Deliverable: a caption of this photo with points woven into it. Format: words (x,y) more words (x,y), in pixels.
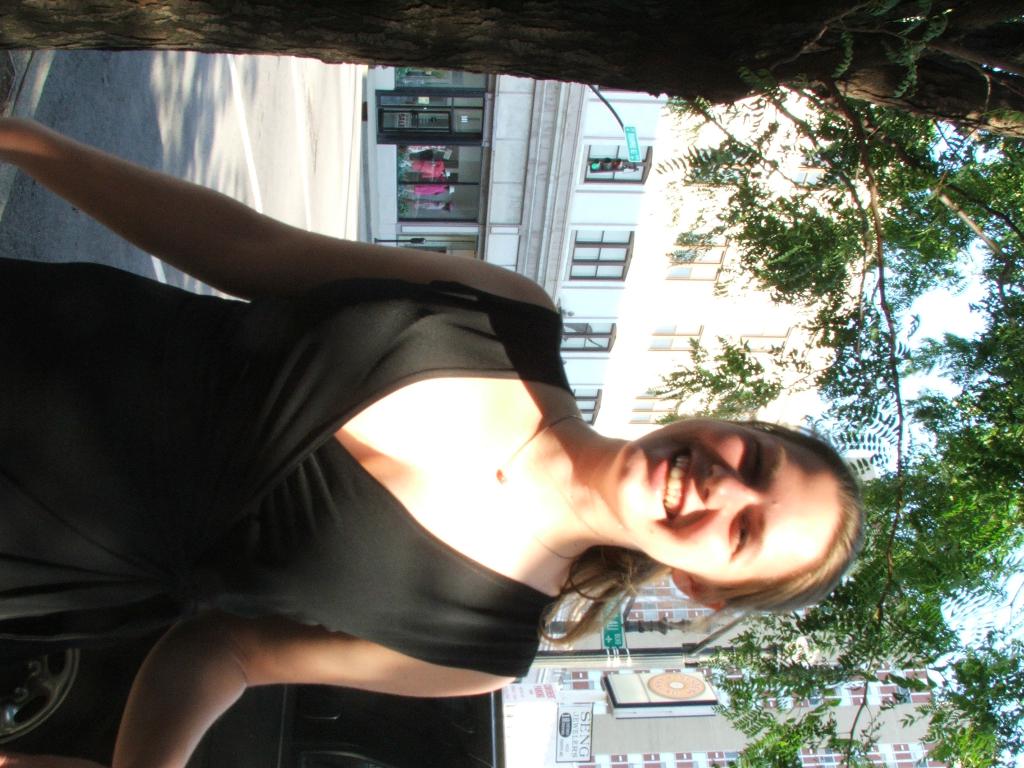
In this image we can see a woman (433,478) wearing the black dress (51,550) and smiling. We can also see the tree (580,44), car (413,714), pole (618,657) with sign boards (633,674) and also the buildings (670,643). We can also see the road (273,139).
